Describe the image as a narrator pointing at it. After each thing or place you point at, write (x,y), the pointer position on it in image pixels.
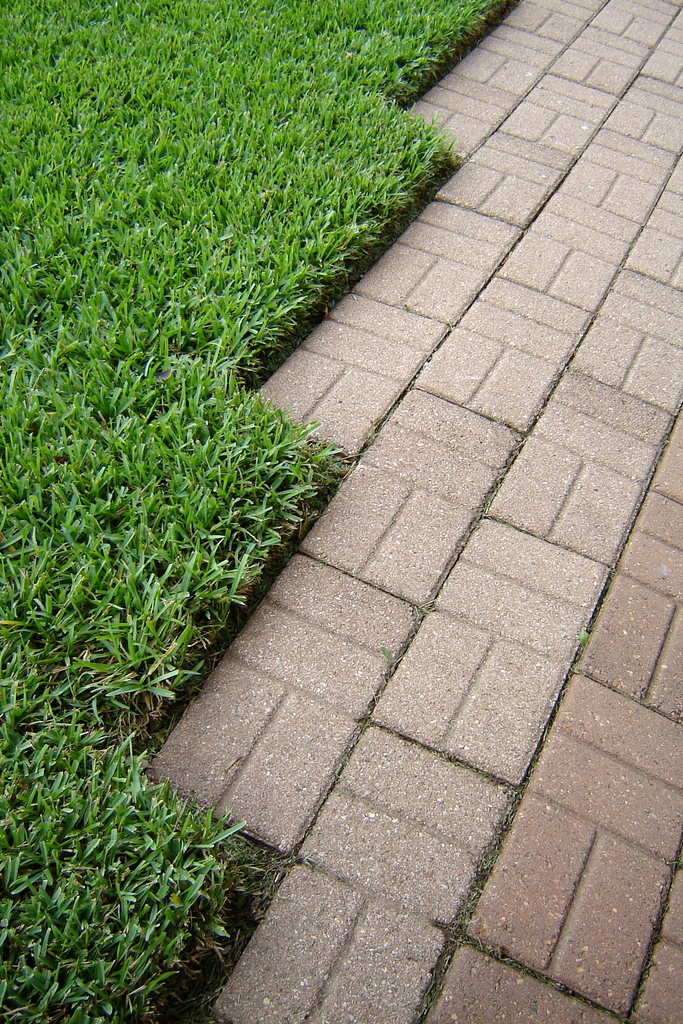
Here in this picture on the left side (211,386) we can see grass (218,503) present on the ground (215,192) and on the right side (465,284) we can see a walking path (483,284) present.
